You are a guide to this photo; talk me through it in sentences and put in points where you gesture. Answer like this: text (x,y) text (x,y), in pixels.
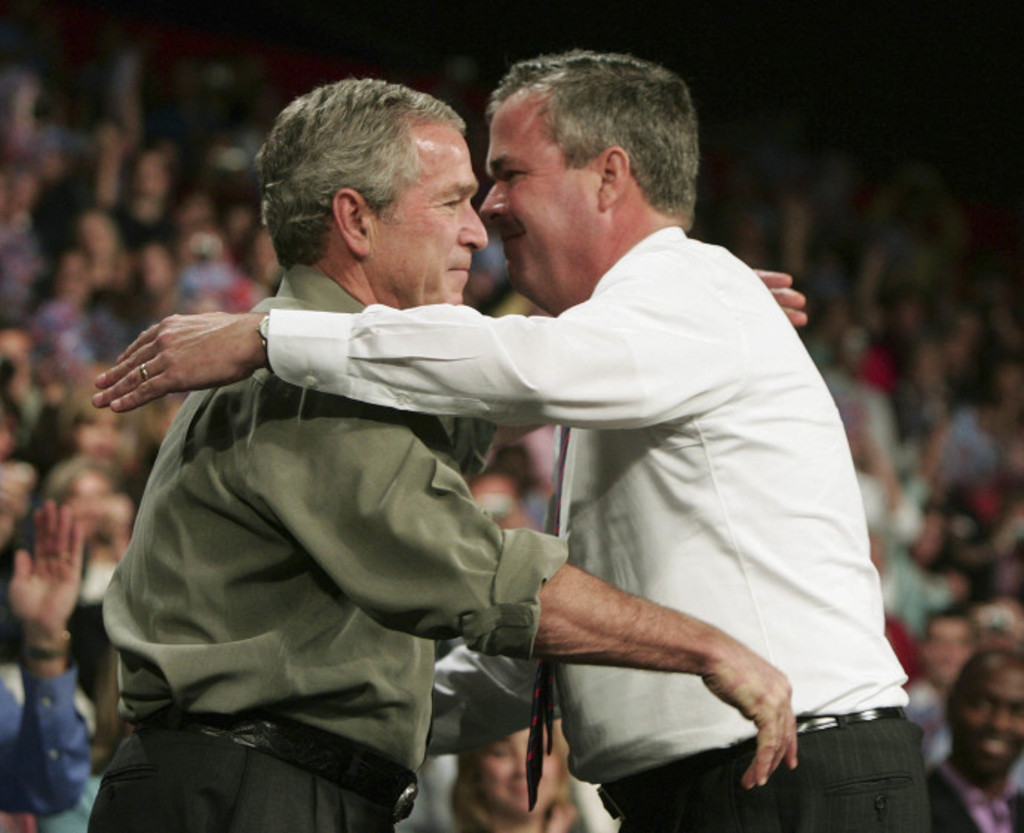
In the picture we can see two men (769,563) are going to hug each other, one man (221,409) is wearing a green shirt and one is wearing a white shirt (788,563) and in the background (136,290) we can see people (102,509) sitting on the chairs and some people (874,525) are clapping hands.
